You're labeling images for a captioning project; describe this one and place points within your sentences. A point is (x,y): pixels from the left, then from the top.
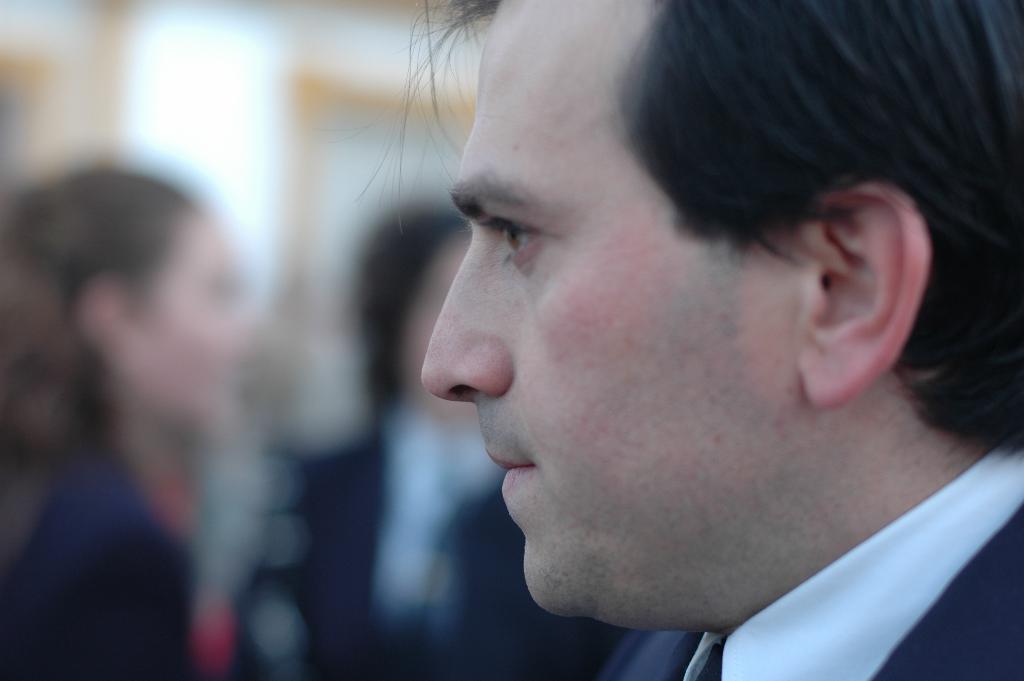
In this picture I can see a man (688,374) and in the background (6,483) I can see people (91,677).
